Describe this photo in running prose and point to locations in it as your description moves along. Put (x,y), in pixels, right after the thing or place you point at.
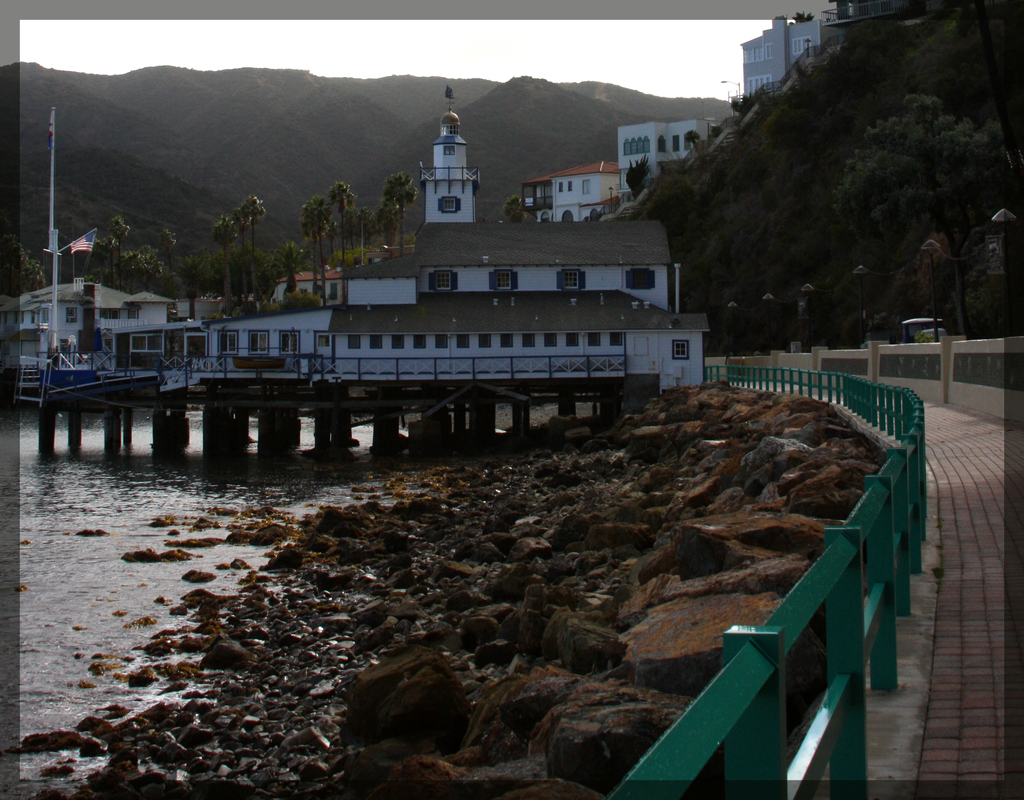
In this picture I can see the stones (548,637) in front (552,649) and I can see the water (179,501) on the left side of this picture (195,533). On the right side (847,617) I can see the path (1012,780) and the railing (841,760). In the background (251,195) I can see the buildings (441,263), trees (350,191), mountains (363,129) and the sky (494,53).
